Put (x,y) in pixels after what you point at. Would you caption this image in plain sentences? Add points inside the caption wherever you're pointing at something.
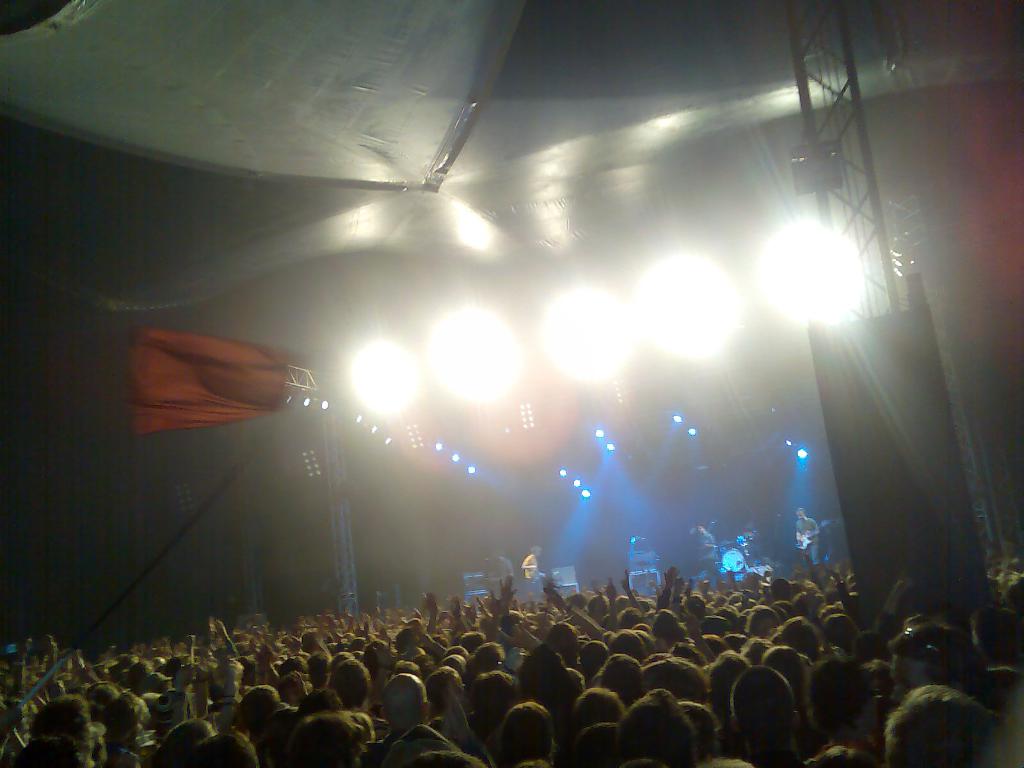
In this image, we can see some people (690,671) standing and there are some lights (566,366).
